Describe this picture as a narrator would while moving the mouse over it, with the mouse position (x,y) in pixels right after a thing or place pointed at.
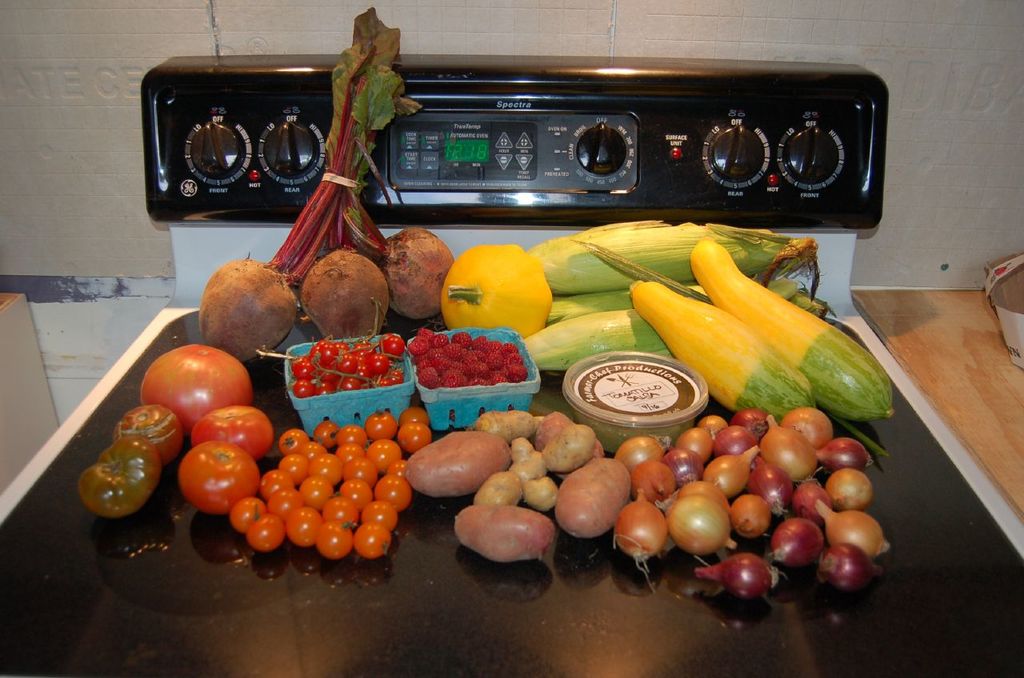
There is a stove (295,552) and there are many vegetables (434,475) like tomatoes (386,517), sweet potatoes (450,480), potatoes (573,461), beetroot (420,243), sweet corn (652,244) and onion (715,463) and some other berries (418,338) are kept. There is a control panel (866,216) at the back of the stove (832,104).
